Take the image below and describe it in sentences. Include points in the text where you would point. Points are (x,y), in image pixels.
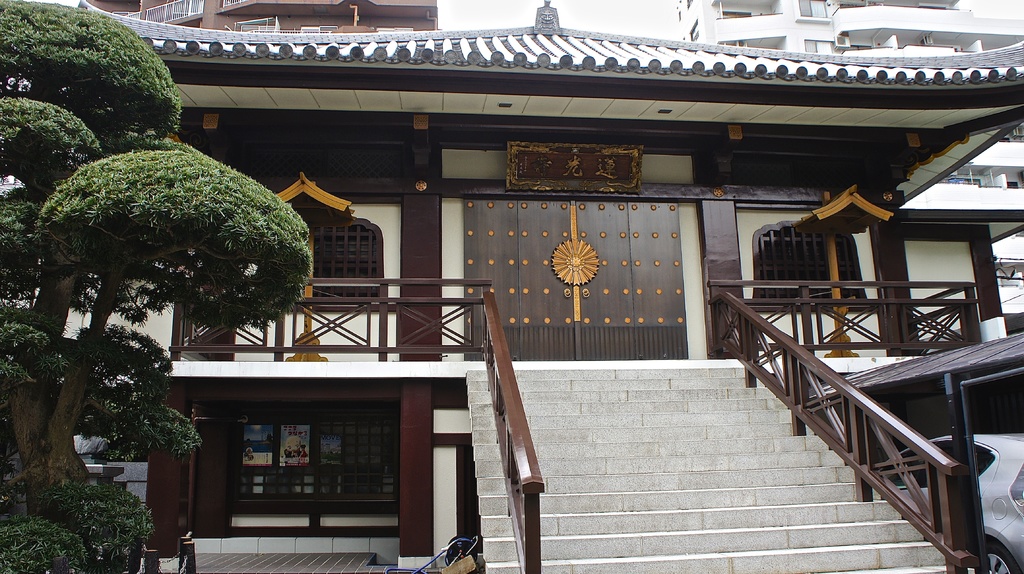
In this image I can see trees (65,141) in green color. Background (643,29) I can see few buildings (404,313) in brown and white color, and sky (625,23) is in white color.
